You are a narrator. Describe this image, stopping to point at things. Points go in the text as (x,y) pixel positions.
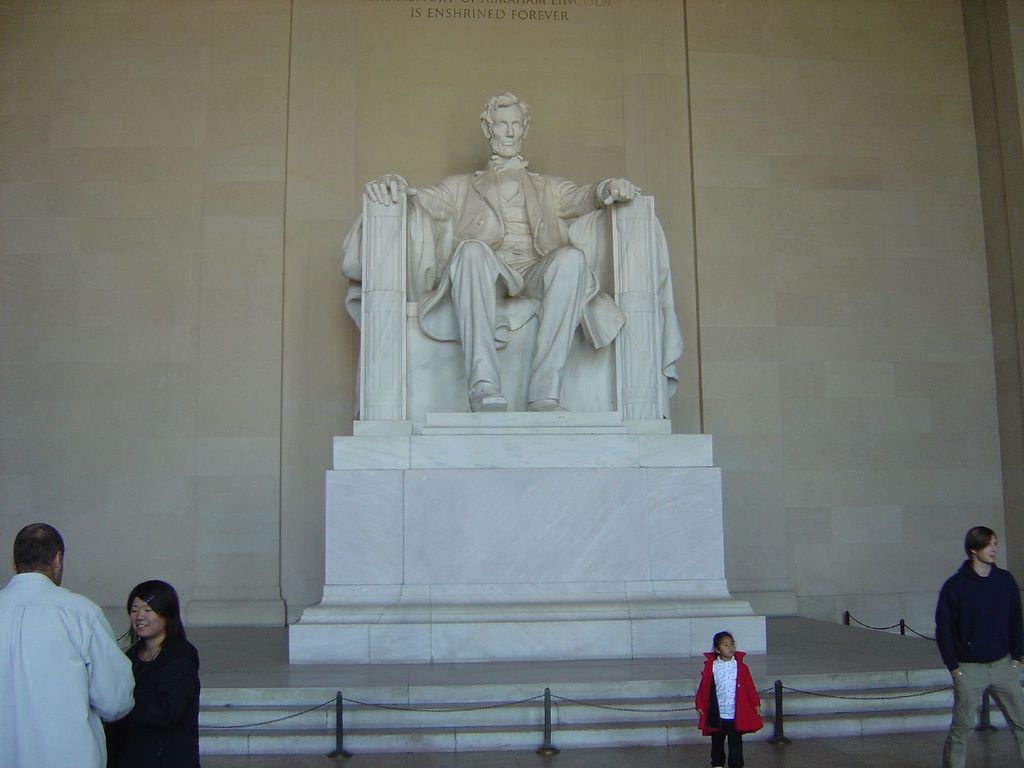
In this image there is a sculpture (501,253) of person (495,252) sitting on the chair (429,387) in front of that there are people (1022,663) standing beside the stairs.
